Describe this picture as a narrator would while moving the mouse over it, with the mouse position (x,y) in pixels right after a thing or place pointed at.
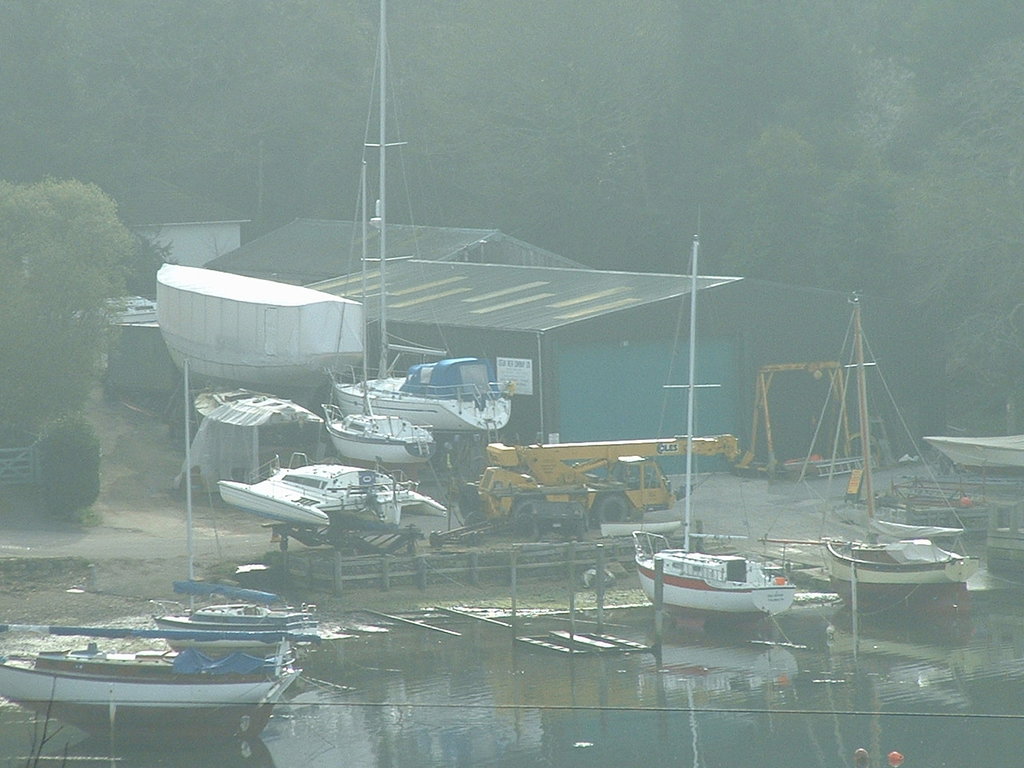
In this picture I can see some boats (144,679) on the water (754,752), beside that I can see the wooden fencing (478,568) and poles (865,414). In the center (605,375) I can see the boatshed (457,351), truck (656,446) and other objects (168,297) on the ground (848,501). In the background (529,175) I can see many trees (608,208).
